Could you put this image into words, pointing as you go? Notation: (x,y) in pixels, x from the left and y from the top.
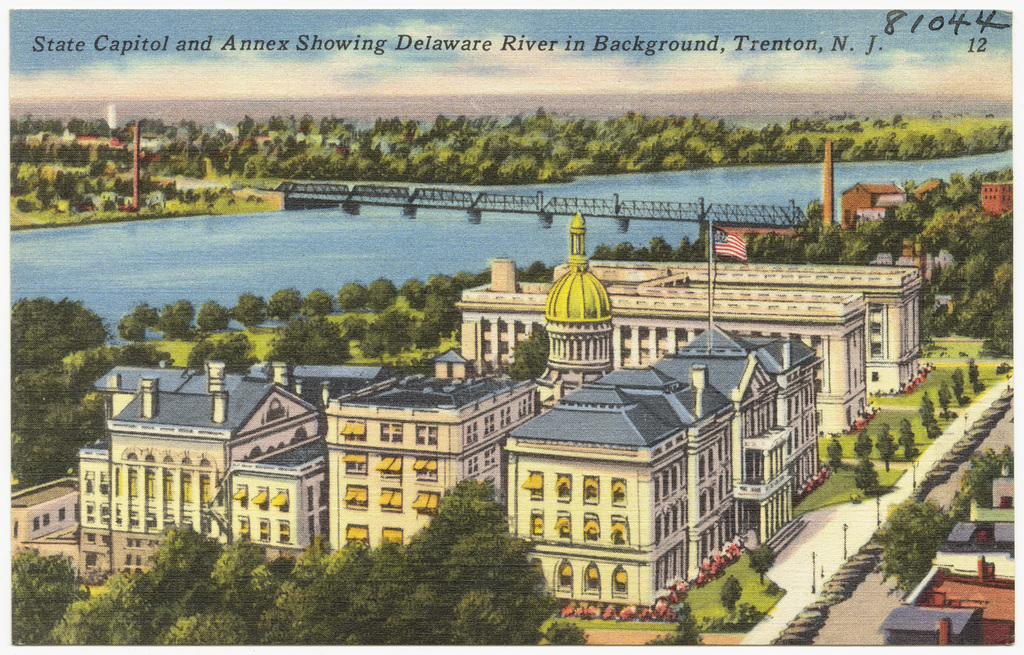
In this image I can see few buildings (701,482) in white, cream and brown color, trees (327,567) in green color. Background (194,238) I can see the bridge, water (267,242) and the sky (317,53) is in blue and white color and I can see something written on the image.
